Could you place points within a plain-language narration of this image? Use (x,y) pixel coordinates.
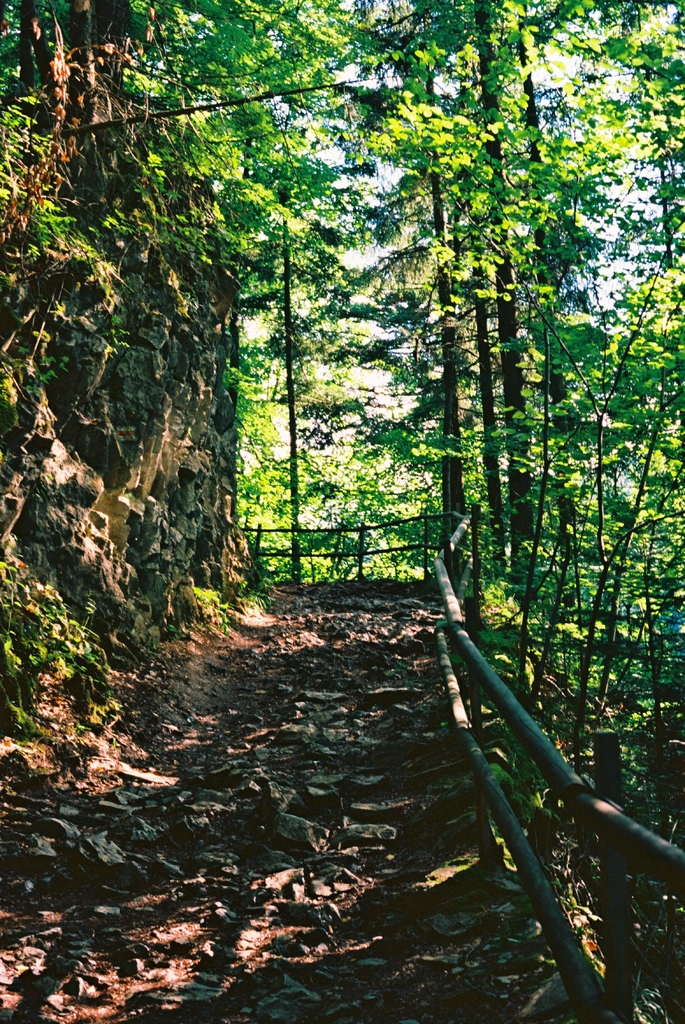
It is a forest (270,346) and in between the forest (346,524) there is a rock (158,409) and beside the rock (173,516) there is a path (268,782) filled with leaves (170,764) and sand (414,769), around that path (549,1019) there is a fencing (473,686) made up of wood (520,839).
